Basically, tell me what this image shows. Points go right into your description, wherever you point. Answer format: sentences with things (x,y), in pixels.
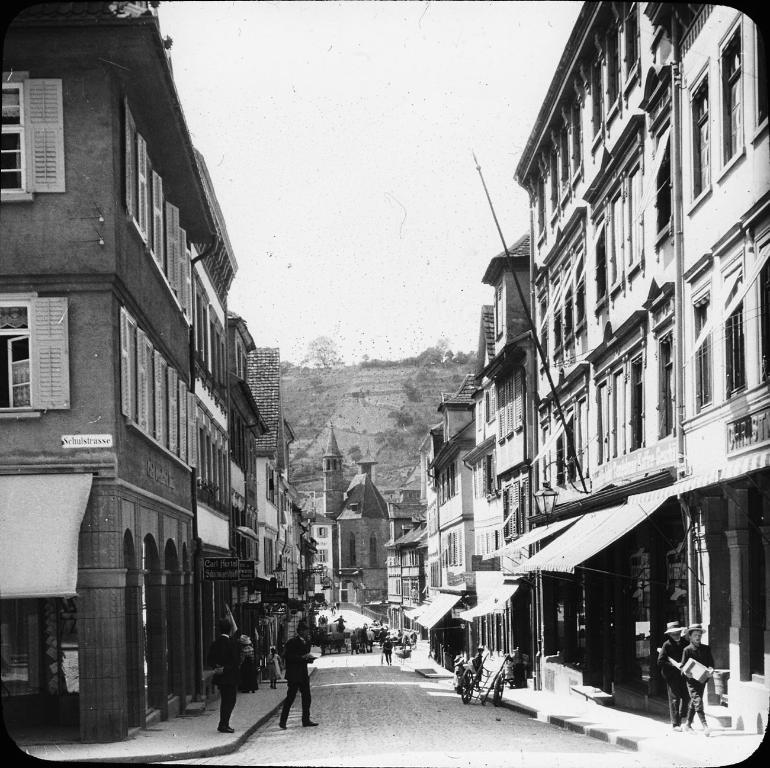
To the left side of the image (127,397) there is a building (39,389) with walls (87,197), windows (2,174), tent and pillars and name boards (252,566). To the right side of the image (697,187) there are buildings (617,390) with walls (648,327), windows (669,188) and few other items (685,475). In the background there are trees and buildings (441,643). To the middle (289,310) top of the image (388,250) there is a sky (383,220).
